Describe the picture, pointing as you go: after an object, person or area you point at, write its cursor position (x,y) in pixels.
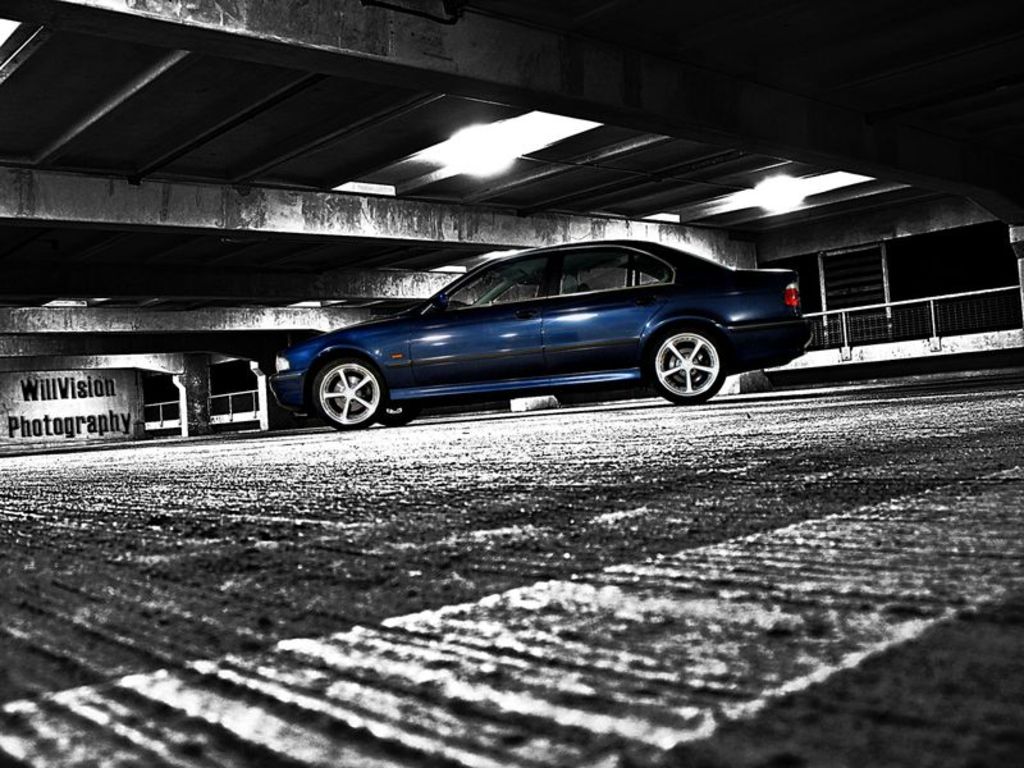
In this image I see the path (507,427) and I see a blue color car (514,327) over here and I see something is written over here and I see the lights (493,164) on the ceiling (621,93).
